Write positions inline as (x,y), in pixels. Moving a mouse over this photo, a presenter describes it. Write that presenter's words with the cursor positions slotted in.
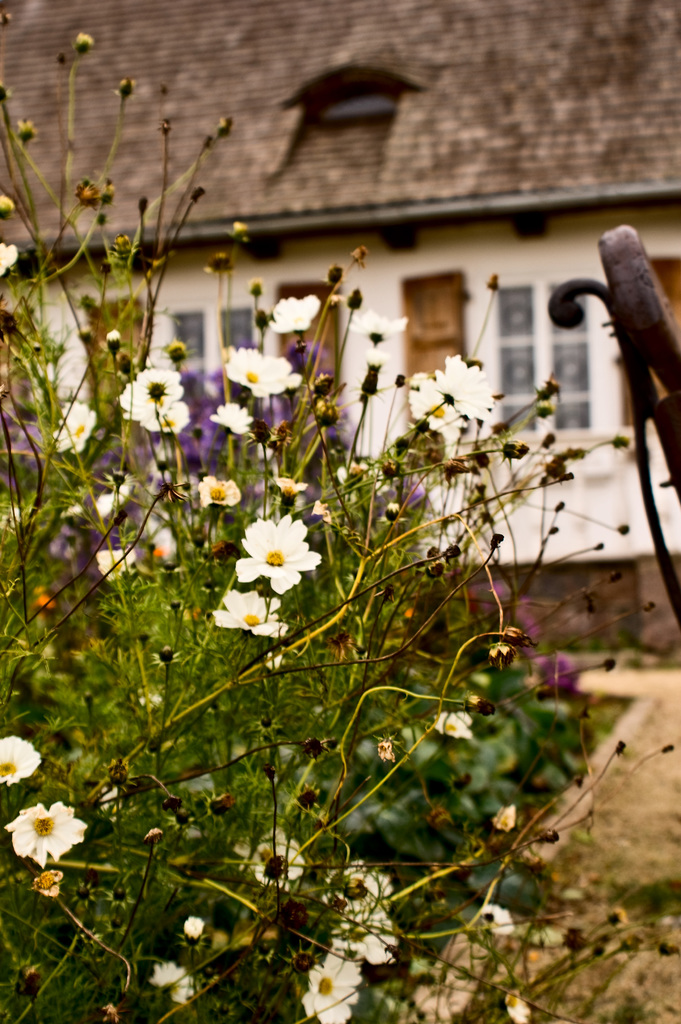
In this picture, there are plants (384,893) with white flowers (190,938). On the top (503,149), there is a building (421,357) with windows (527,354) and roof tiles (491,132).
